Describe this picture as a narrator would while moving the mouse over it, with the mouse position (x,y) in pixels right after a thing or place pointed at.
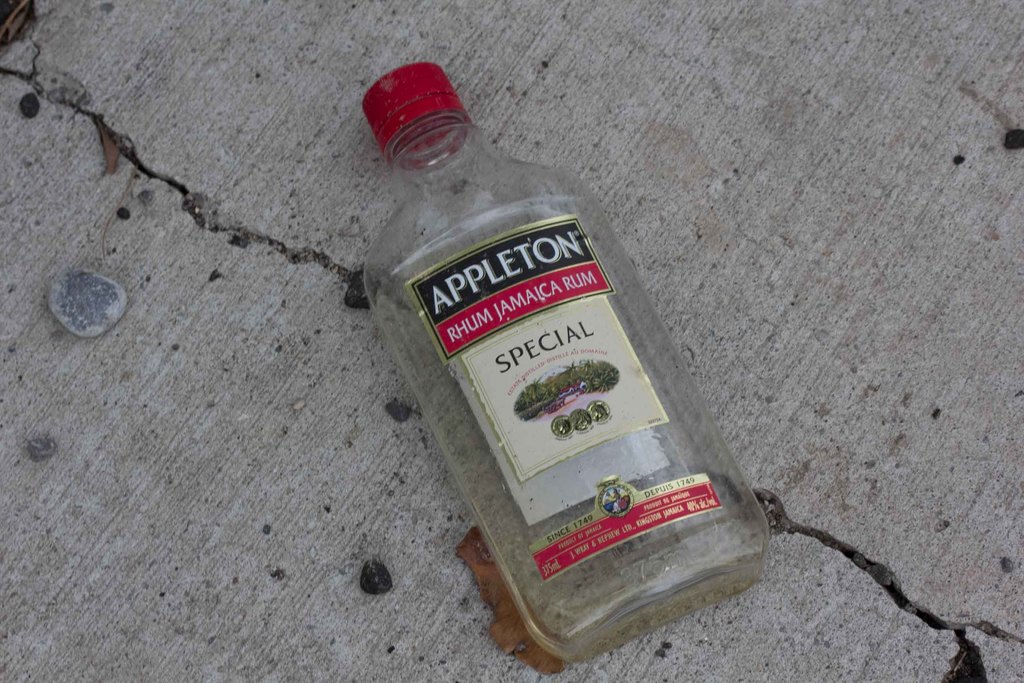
In the image in the center (480,351) we can see bottle (720,443), on bottle (720,443) we can see "Appleton ".
